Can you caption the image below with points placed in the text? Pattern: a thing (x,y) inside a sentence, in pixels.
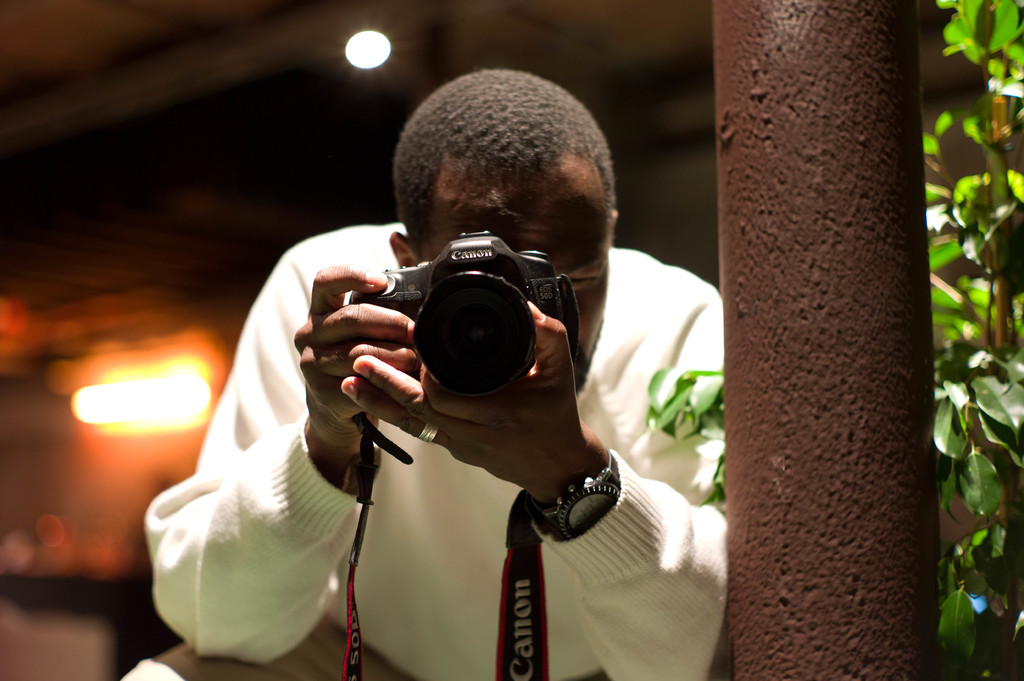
In this image I can see a man (425,180) is holding a camera (560,289). I can also see a watch (613,470) on his arm (603,462). In the background (951,205) I can see a plant (937,372) and a light (379,35).
